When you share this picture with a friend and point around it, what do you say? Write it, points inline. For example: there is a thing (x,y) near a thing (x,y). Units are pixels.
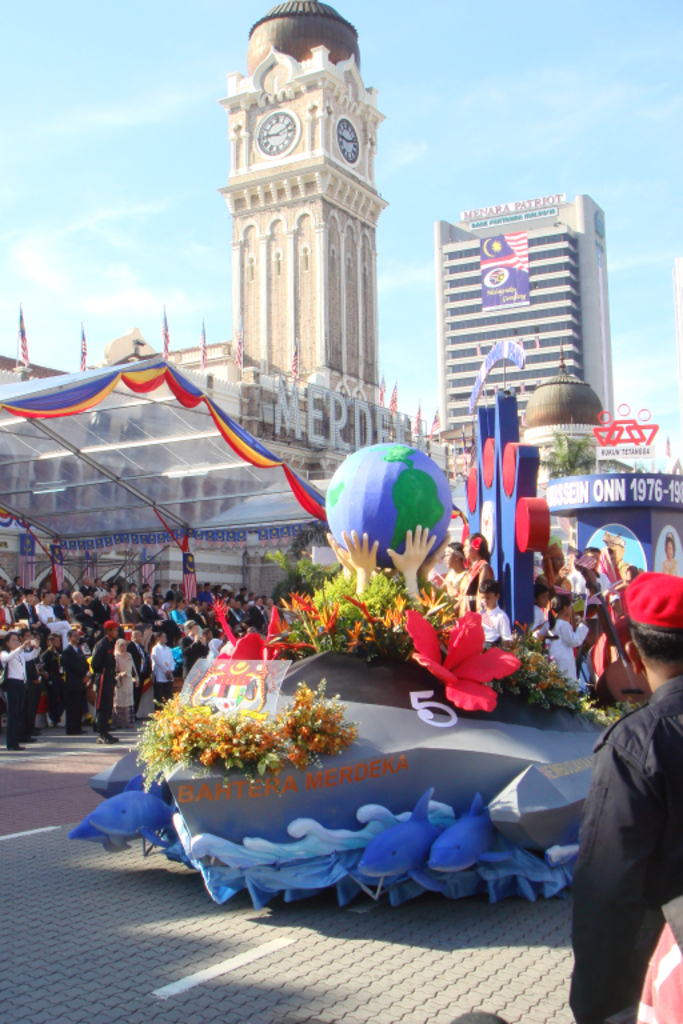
In the front of the image (648,493) there are people (158,632), boards (643,437), clock tower (295,129), building (514,312), curtains (39,407), flags (28,555), tent (148,456), plants (387,606), statue (443,533) and objects (622,672). Among them few boards (518,268) are on the building (516,326). Something is written on the boards (620,488). In the background of the image (95,234) there is the sky (533,189).
